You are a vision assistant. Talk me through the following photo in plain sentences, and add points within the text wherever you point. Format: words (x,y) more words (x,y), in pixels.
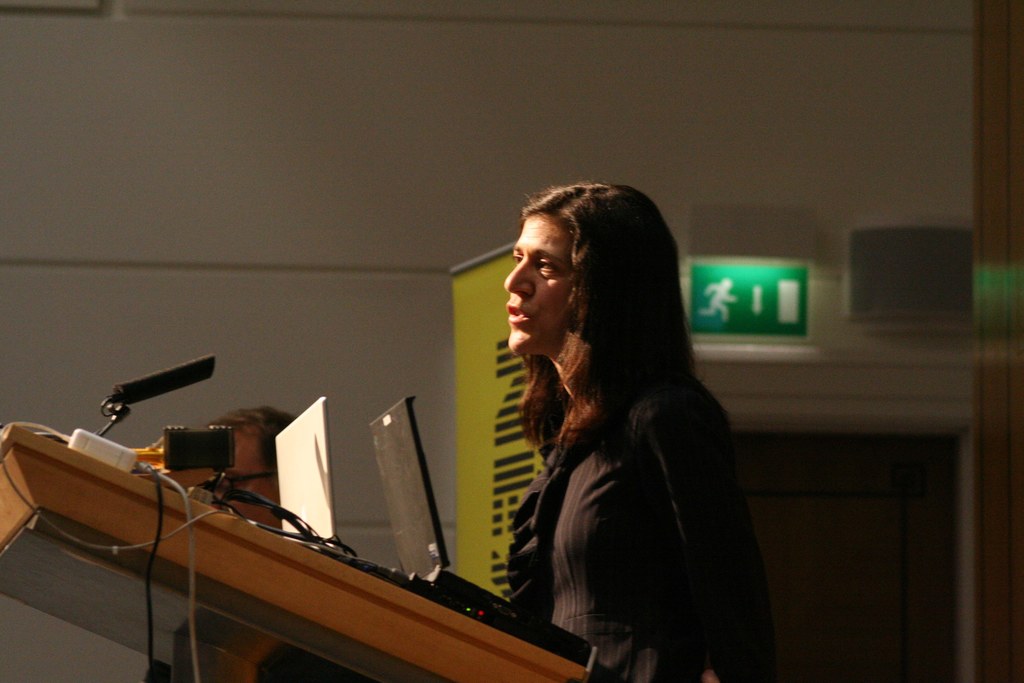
Here I can see a woman (587,493) facing towards the left side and speaking. In front of her there is a podium (391,595) on which two laptops (319,522), wires (295,523) and some other objects (148,455) are placed. In the background (348,141) there is a wall (393,178). On the right side (724,276) there is a door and an exit sign (735,314).
